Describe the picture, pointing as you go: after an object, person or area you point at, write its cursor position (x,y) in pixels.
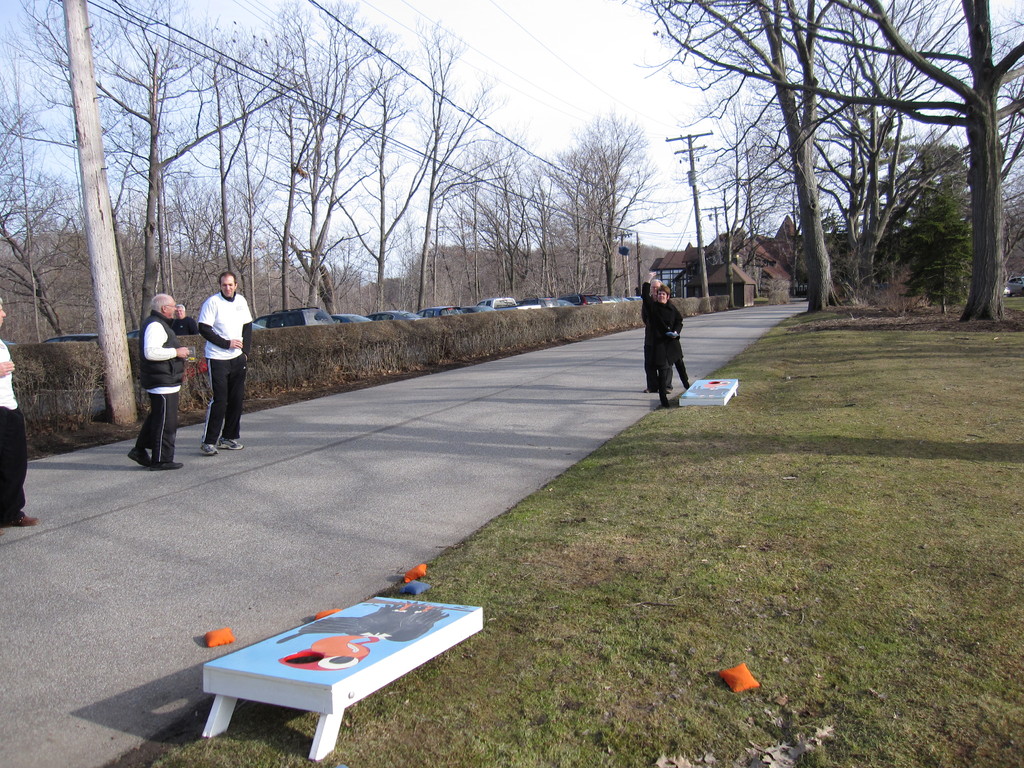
In this picture there are group of people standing on the road (468,369) and there are boards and objects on the grass (675,477). At the back (464,281) there are vehicles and there are buildings (692,271) and trees (917,261) and there are wires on the poles (100,305). At the top (552,48) there is sky (552,48). At the bottom (146,629) there is road (237,587) and there is grass (637,728).
